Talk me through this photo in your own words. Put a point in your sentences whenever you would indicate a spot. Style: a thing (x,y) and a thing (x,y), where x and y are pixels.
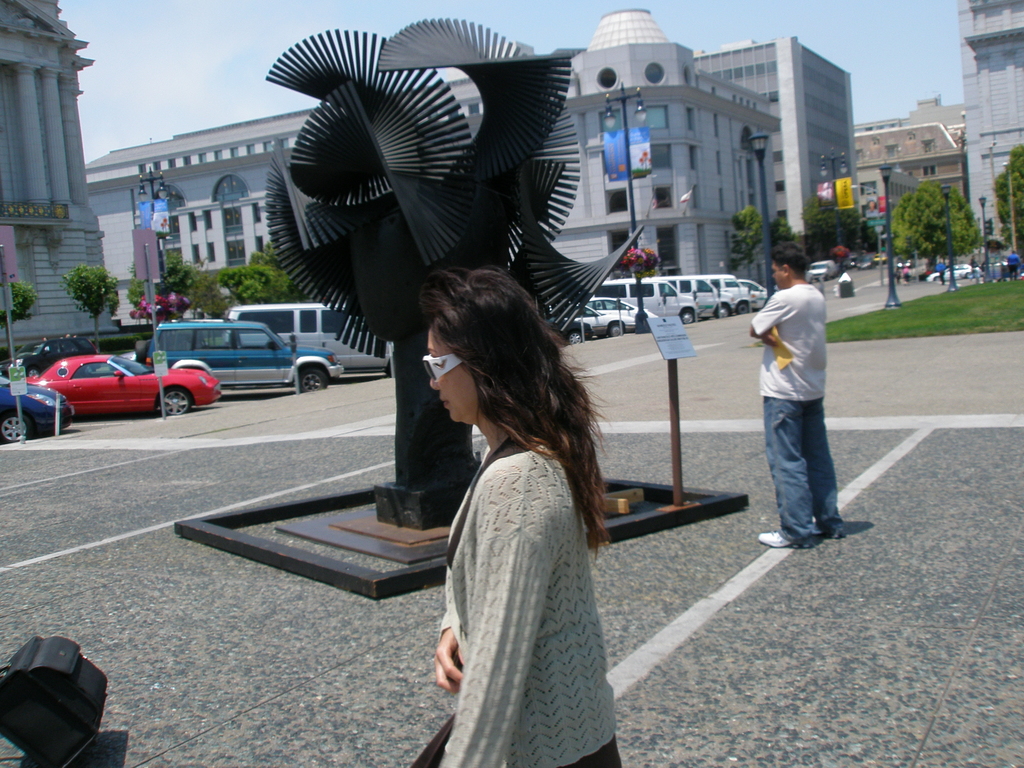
In this image there are so many cars (34,349) parked in front of the building (31,191), also there is a sculpture (438,217) in the middle of road (158,539), also few people (439,337) standing around.
